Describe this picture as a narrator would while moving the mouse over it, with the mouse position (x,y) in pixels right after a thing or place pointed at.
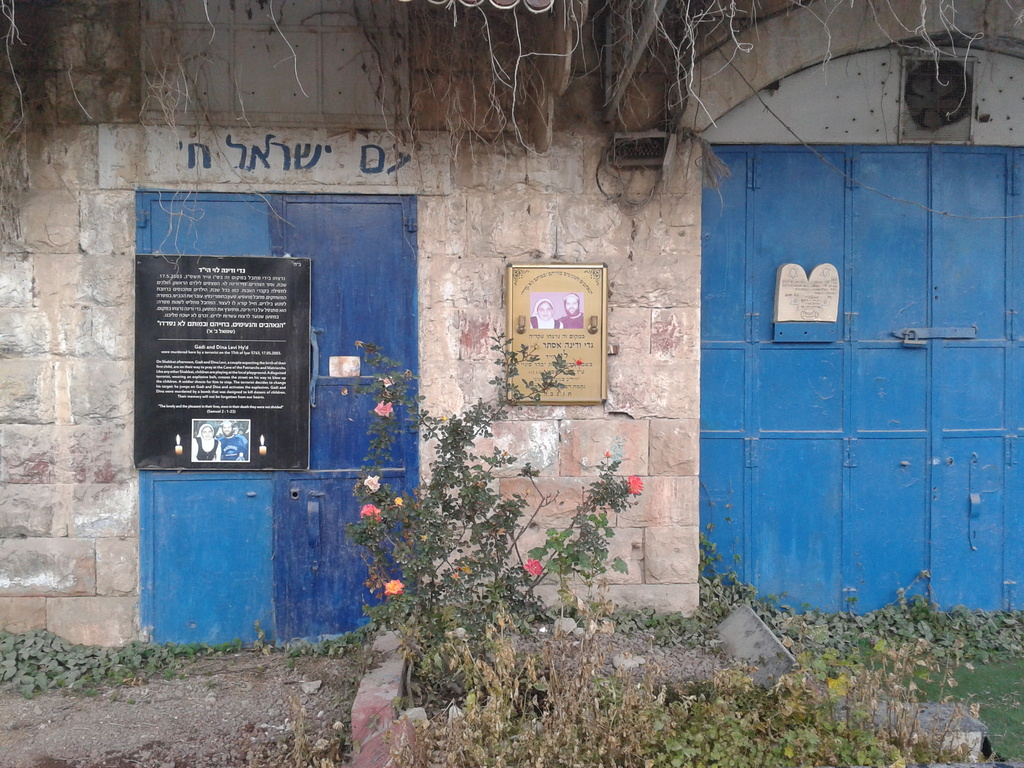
In this image there is a wall (509,190). There are two doors (231,228) on either side of the wall (276,187). At the bottom (437,599) there is a rose plant (445,578). Beside the plant (548,376) there are small plants (722,700) and grass (921,674). At the bottom (243,733) there are stones (207,720) and sand (96,706). There is a poster (198,346) attached to the door (316,322). In the middle (531,317) there is a frame (546,323) fixed to the wall (581,243). Above the door (934,222) there is a fan (955,96).
